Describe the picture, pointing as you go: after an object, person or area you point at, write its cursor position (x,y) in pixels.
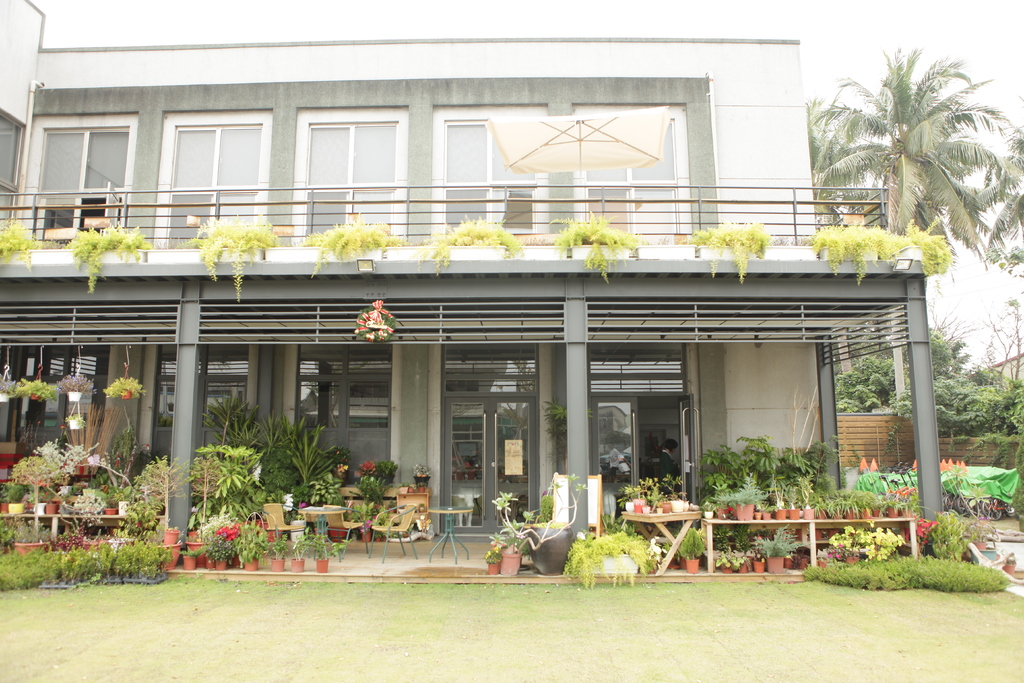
In this picture we can see a building (391,162), trees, here we can see tables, chairs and house plants (509,235).
